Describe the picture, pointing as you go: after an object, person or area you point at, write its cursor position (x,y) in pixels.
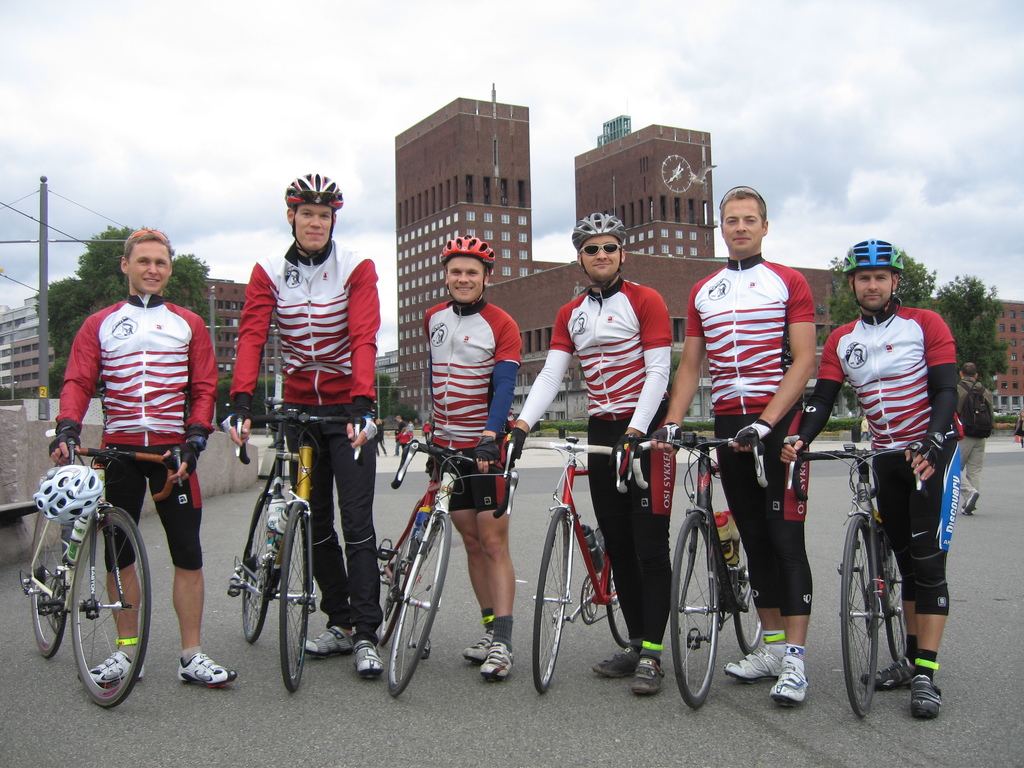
In this picture we can see a group of men (452,328) wore helmet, goggles (587,246) holding bicycles (565,534) with their hands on road (390,442) and in background (112,294) we can see tree (112,294), building (461,210) with windows (677,213), sky (388,215) with clouds (571,71).
